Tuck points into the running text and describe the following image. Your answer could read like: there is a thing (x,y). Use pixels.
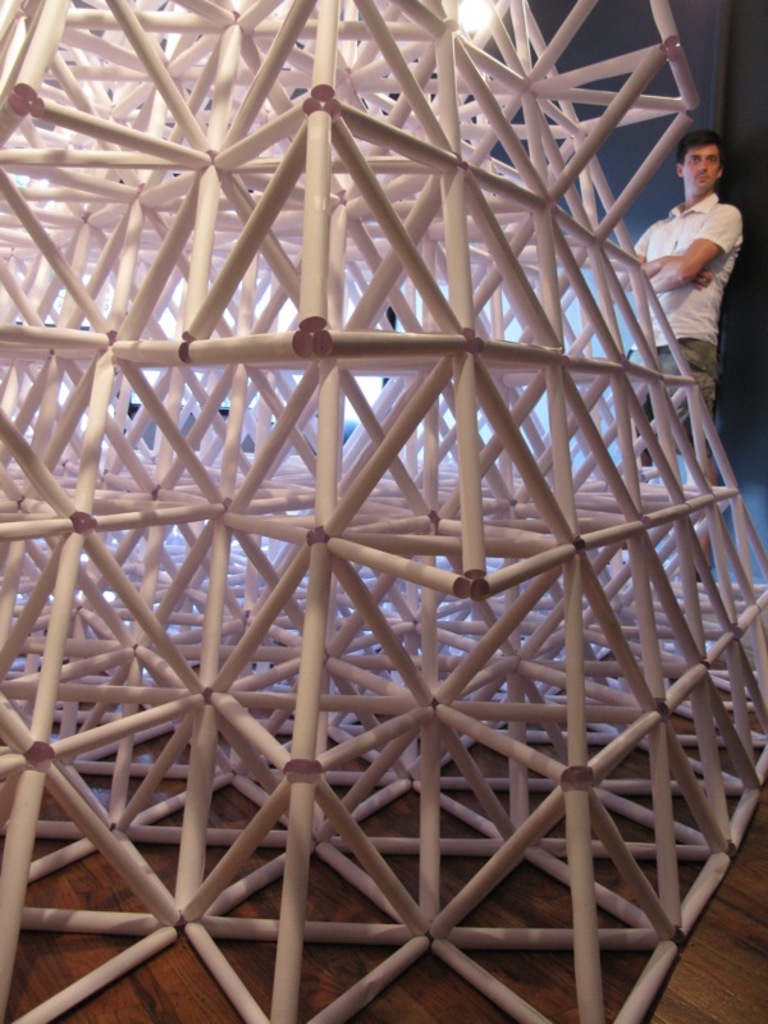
In this picture there is a tower (380,892) made with white tubes (380,892). At the back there is a person (690,301) standing. At the bottom (218,987) there is a wooden floor (199,999).
